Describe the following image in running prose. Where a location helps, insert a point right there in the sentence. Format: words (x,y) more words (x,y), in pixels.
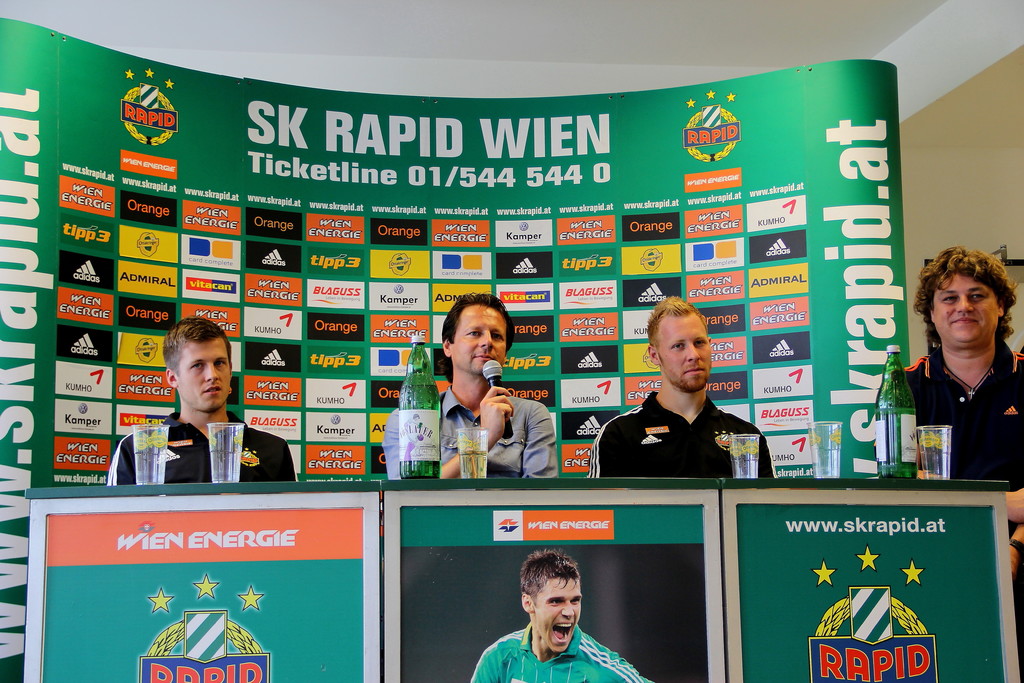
In this image we can see four men (467,376) sitting beside a table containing some glasses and bottles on it. On the backside (30,431) we can see a board (550,310) with some text (393,395) on it. On the bottom of the image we can see the picture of a person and the emblem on a board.
